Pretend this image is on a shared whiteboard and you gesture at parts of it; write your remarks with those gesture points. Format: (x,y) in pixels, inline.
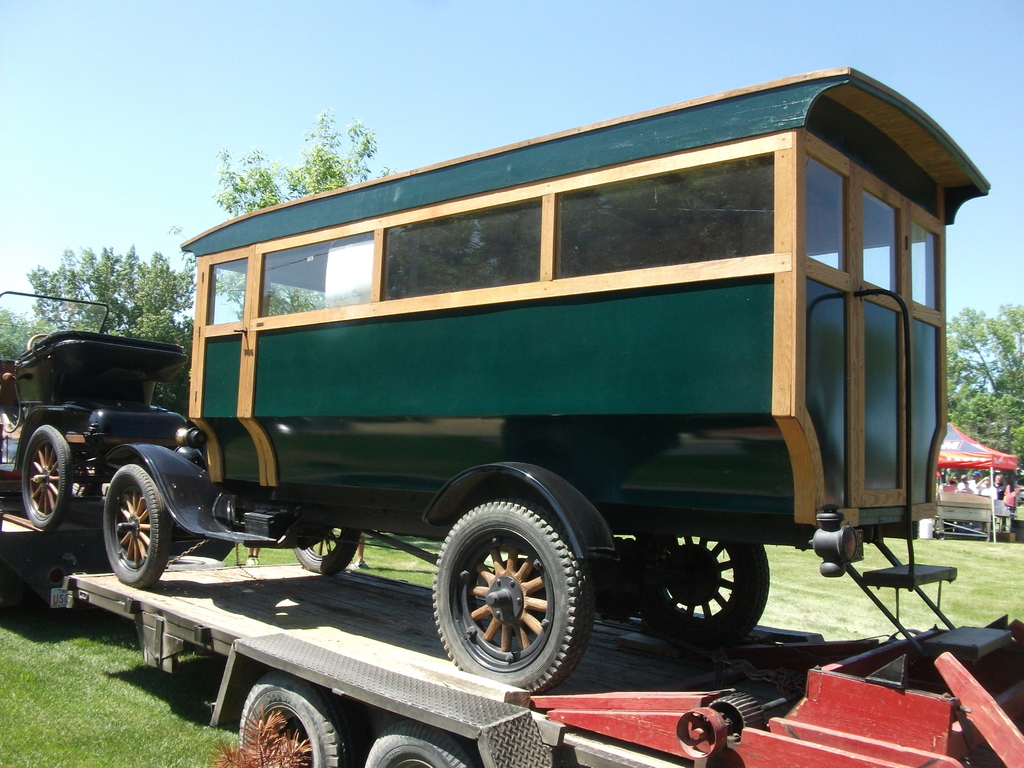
In this image we can see the vehicles (416,428) on the trailer (435,666). In the background (974,451) we can see the tent (957,456) and we can see a few people (986,490) standing on the grass (971,576) under the tent (944,455). We can also see the trees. Sky (207,79) is also visible.
